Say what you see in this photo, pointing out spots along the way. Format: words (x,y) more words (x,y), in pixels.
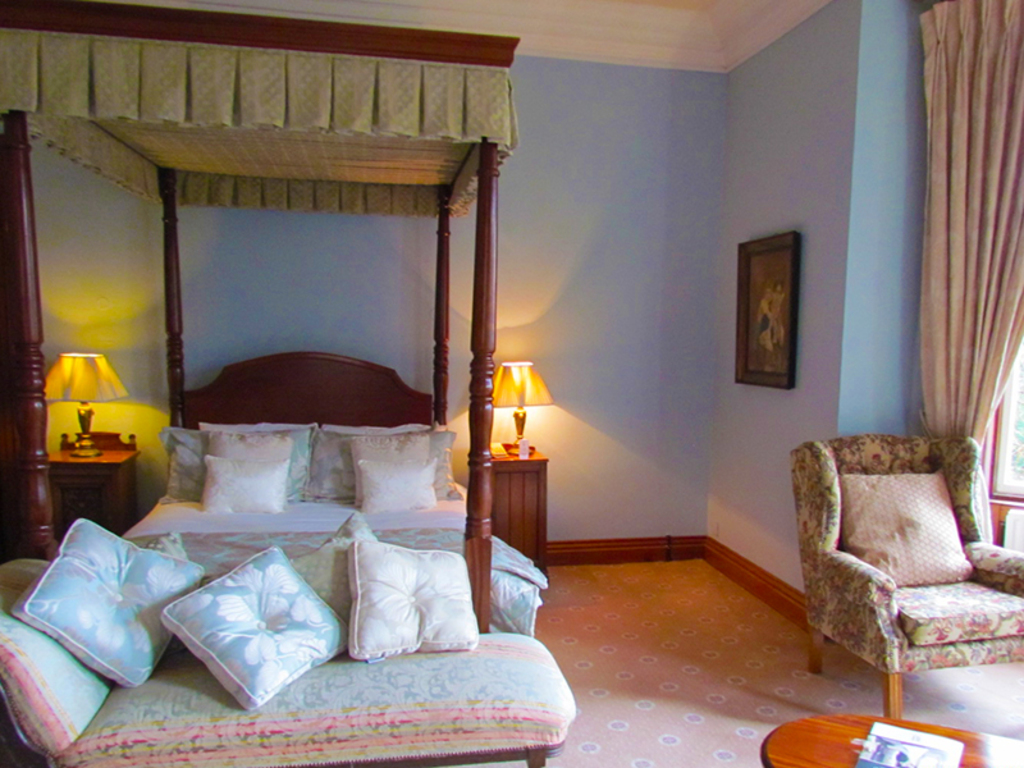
In this image I can see a bed room (556,517) contains bed (249,524), couch (412,705), pillows (390,627), lamp (535,401), chair (968,525), table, curtain (975,318) and the frame (795,302) attached to the wall (669,250).
